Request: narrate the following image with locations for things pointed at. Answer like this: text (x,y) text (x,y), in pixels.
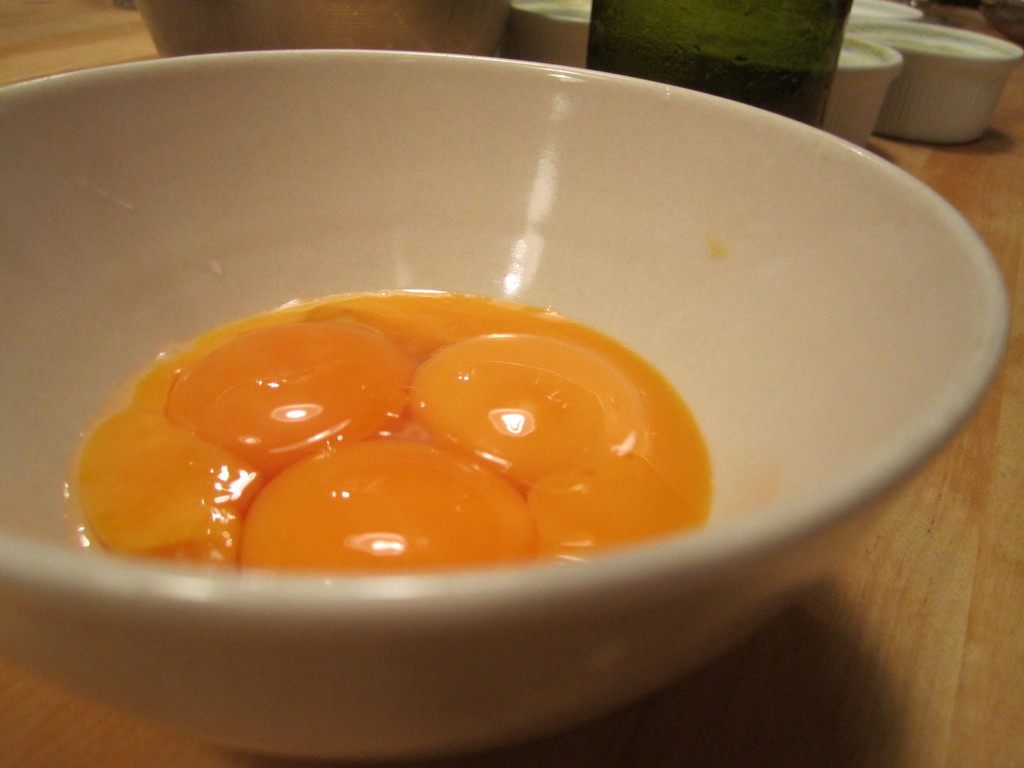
In this image there is a bowl (855,407). In the bowl (816,410) there is egg yolk (407,424). In the background (781,73) there is a glass bottle (766,59). Beside the glass bottle (805,68) there are small cups (921,65). The bowl (846,488) is on the table (886,603).
